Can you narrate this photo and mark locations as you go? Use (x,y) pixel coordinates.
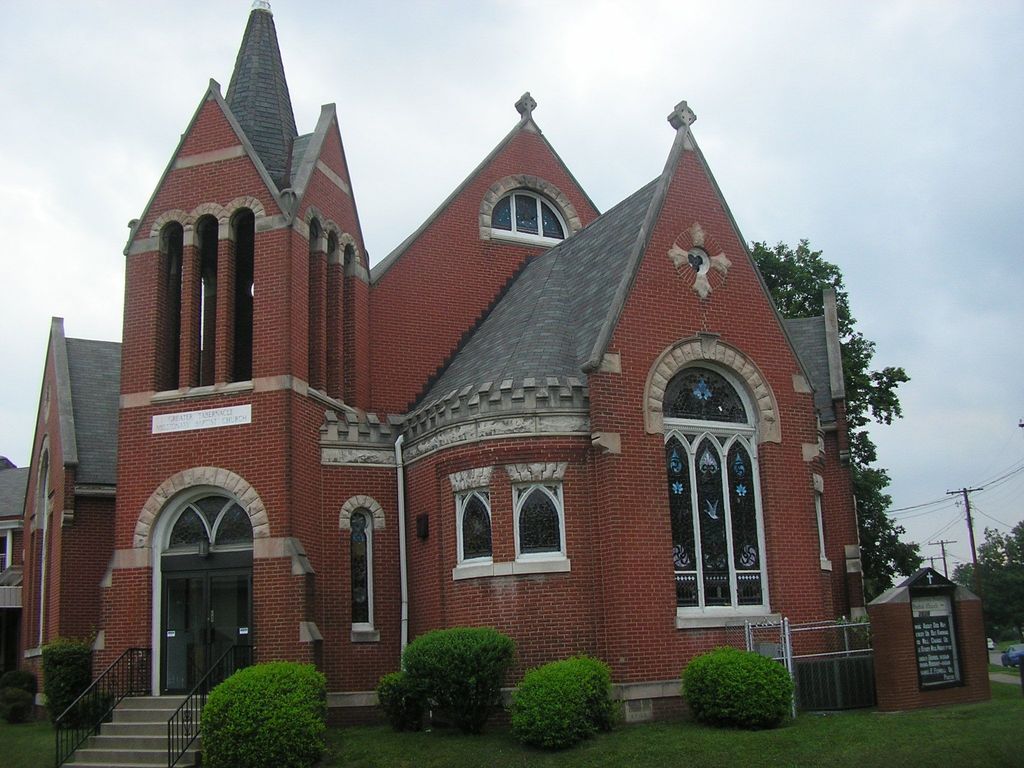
In this image we can see the brick church (294,651), steps (117,759), grass (653,758), shrubs (400,730), trees (991,552), current poles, wires (1015,470), vehicles (1022,654) moving on the road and the sky (59,211) in the background (429,75).
